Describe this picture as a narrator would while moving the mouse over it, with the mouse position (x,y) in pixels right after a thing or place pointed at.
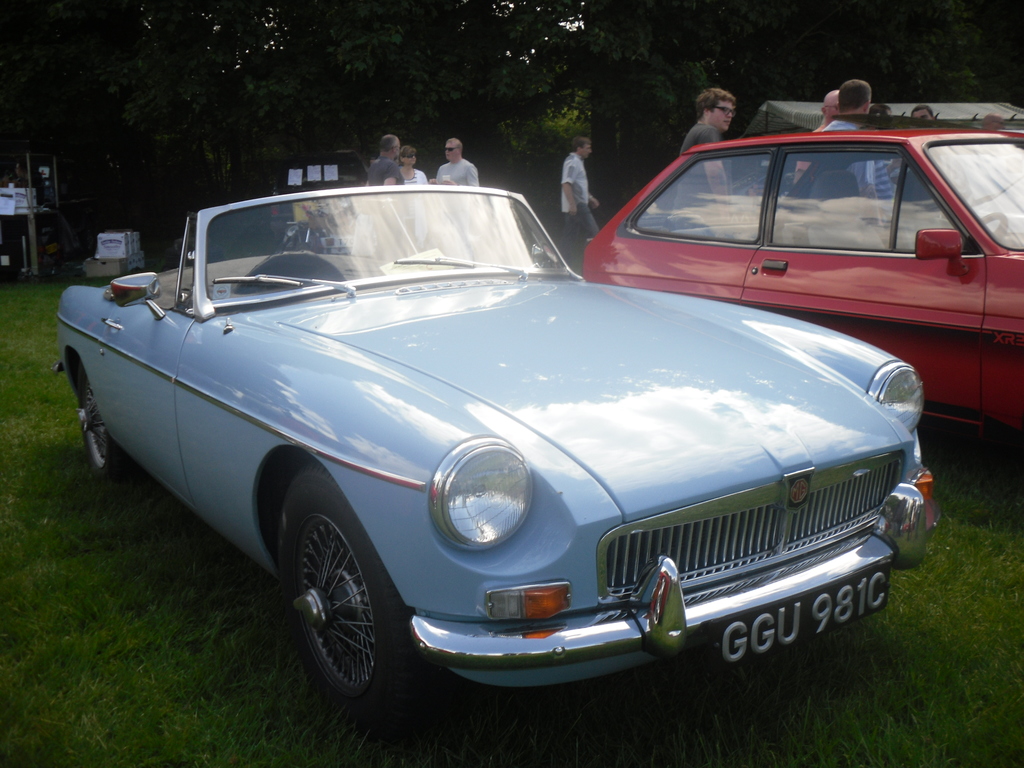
In the foreground of this image (524,377), there are two cars (850,577) on the grass (798,684). In the background (458,149), there are few people (440,181) walking and standing, few objects (124,240) on the left (106,241) and a tent (773,113) on the right (781,106). In the background (404,122), there are trees (368,130).
